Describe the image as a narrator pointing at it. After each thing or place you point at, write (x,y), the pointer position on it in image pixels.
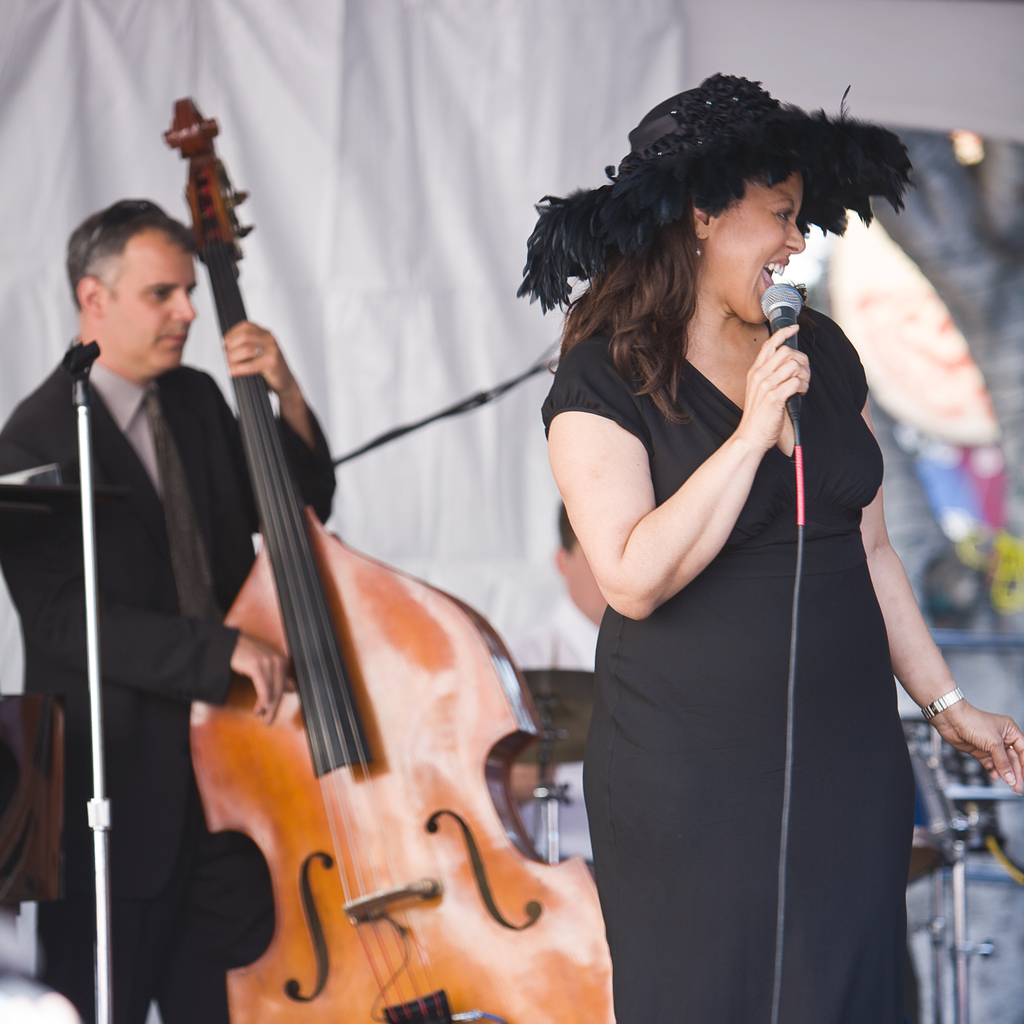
In the picture we can see a woman (659,431) holding a microphone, she is wearing a hat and black dress (600,354), in the background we can see a man (158,267) wearing a blazer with tie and holding a double bass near the microphone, just beside him there is a white curtain (369,316), and some person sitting in front of the curtain (432,330).
